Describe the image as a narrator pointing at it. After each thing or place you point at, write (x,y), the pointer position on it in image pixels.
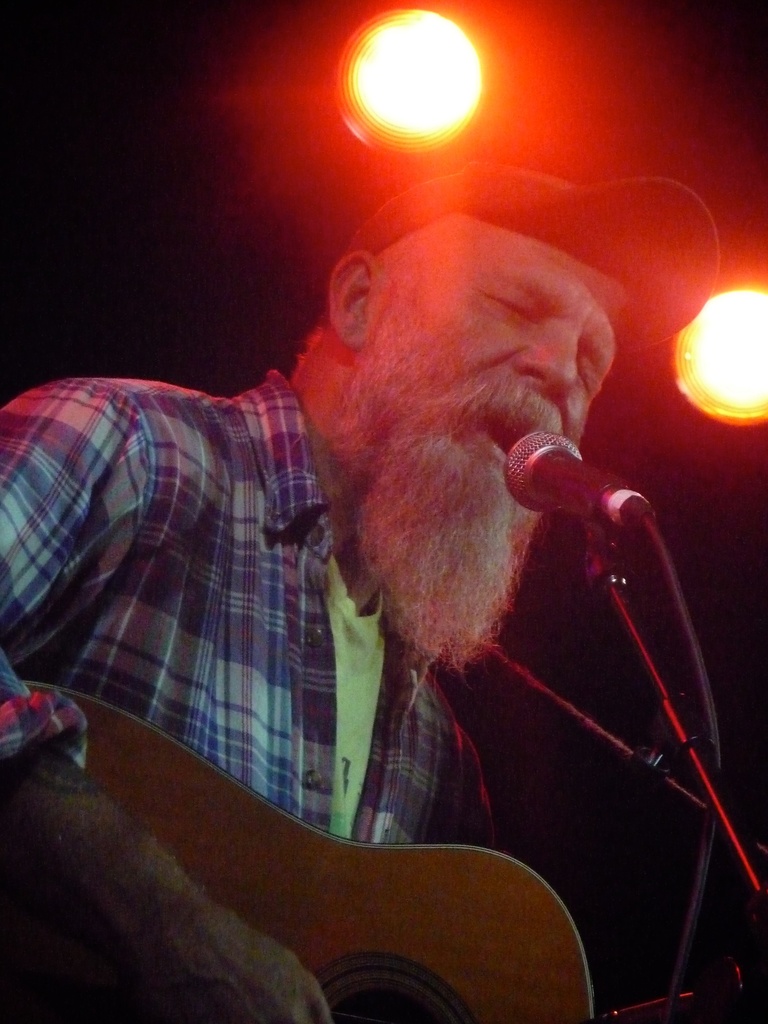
This is a picture of a man (256,604) in checks shirt (207,562) holding a guitar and singing a song in front of the man (482,428) there is a microphone (551,479) with stand (662,685). Behind the man (369,465) is in black with lights (433,62) and the man (350,494) is wearing a hat (404,229).
